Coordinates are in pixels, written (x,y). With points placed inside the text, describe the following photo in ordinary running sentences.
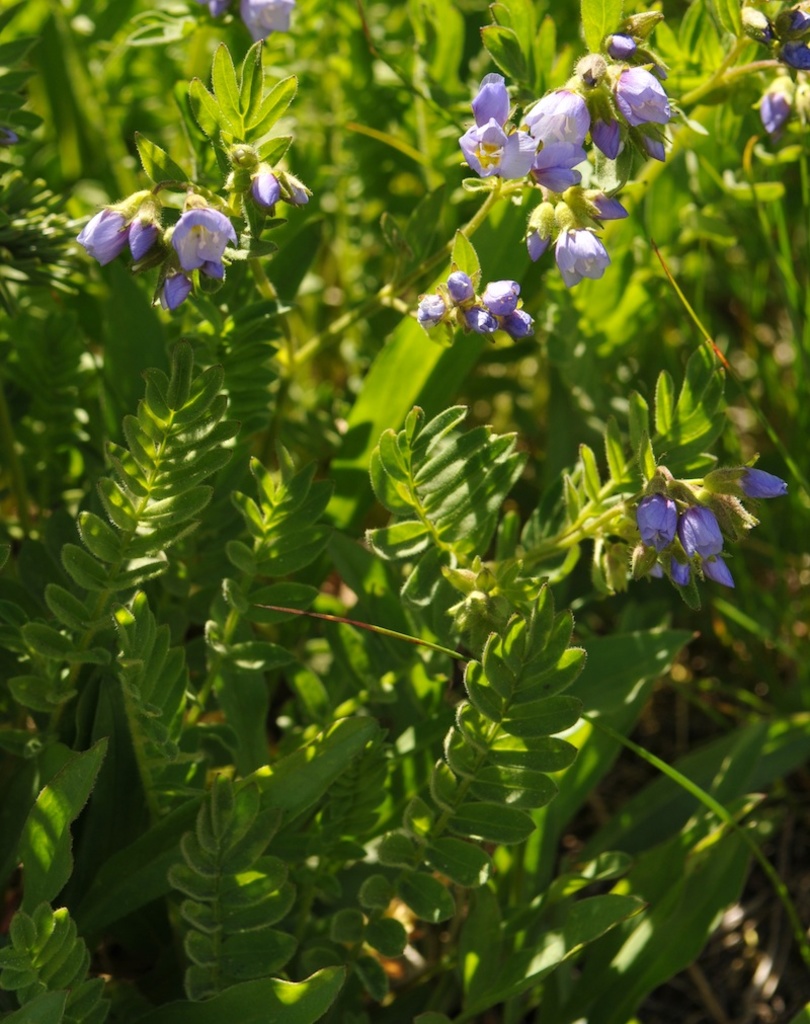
In this image we can see there is a flower plant (395,433).
